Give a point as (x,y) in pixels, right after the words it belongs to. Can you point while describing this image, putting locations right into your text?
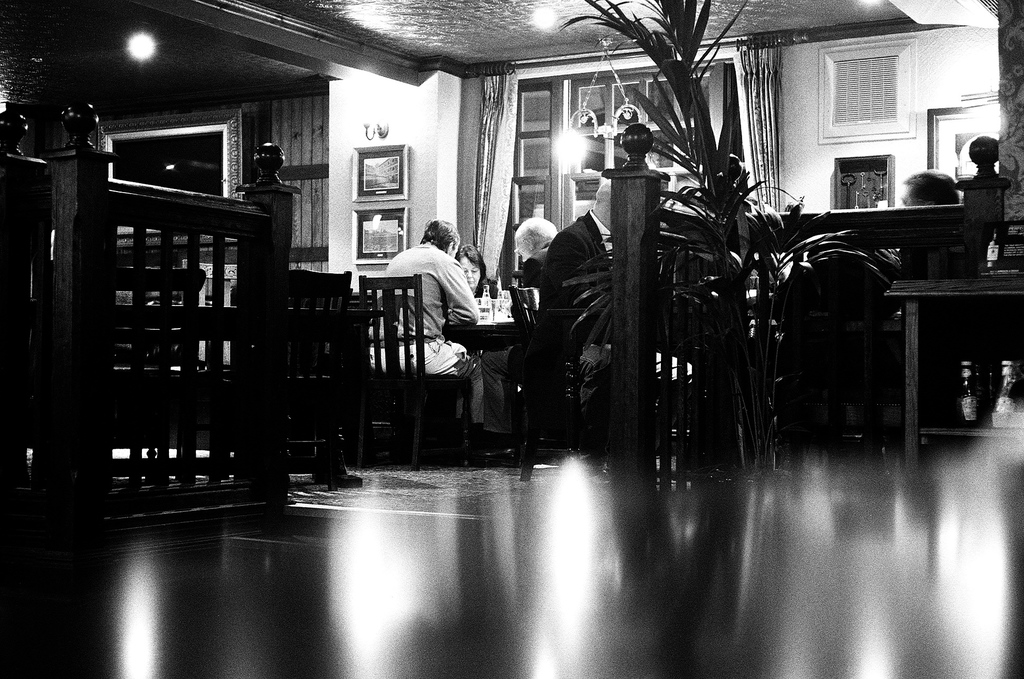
This is a black and white image. In this image we can see person (436,357) sitting on the chairs (530,343) and tables (483,328) are placed in front of them. On the tables (496,328) we can see glass bottles (489,310) and tumblers (507,303). In addition to this we can see wall hangings (363,243) attached to the walls (786,175), windows (724,61), curtains (752,169), electric lights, houseplants (680,239) and wooden grills (245,385).
